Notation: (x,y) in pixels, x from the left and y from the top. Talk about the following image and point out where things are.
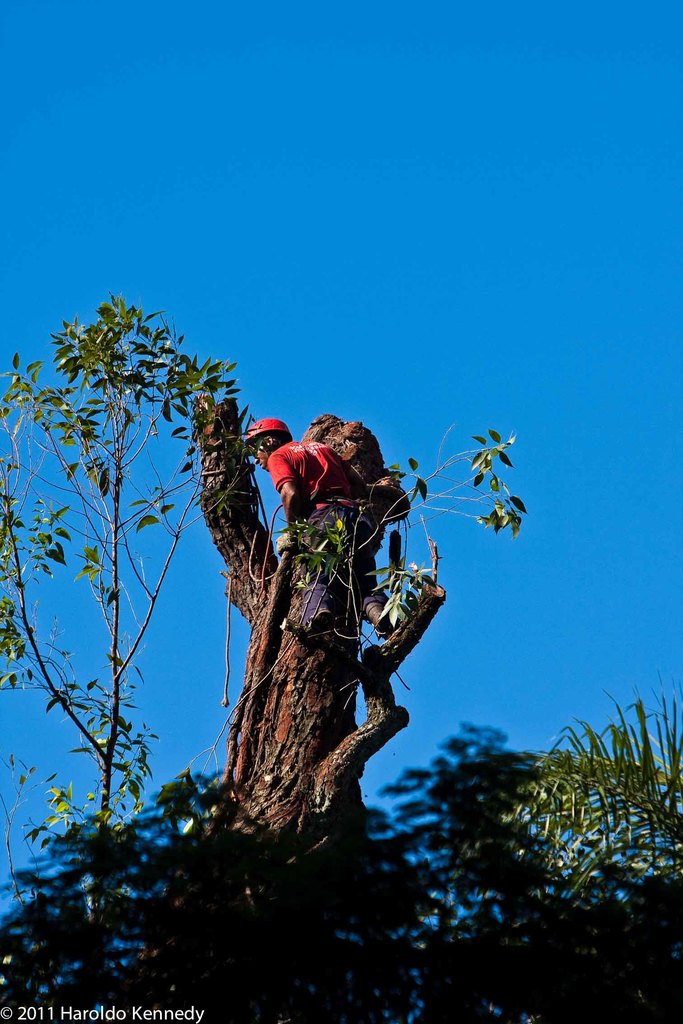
In the center of the image (326,584) we can see a person (329,600) wearing a helmet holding the bark (316,686) of a tree (326,657). We can also see some plants (110,832) and the sky (308,205).
